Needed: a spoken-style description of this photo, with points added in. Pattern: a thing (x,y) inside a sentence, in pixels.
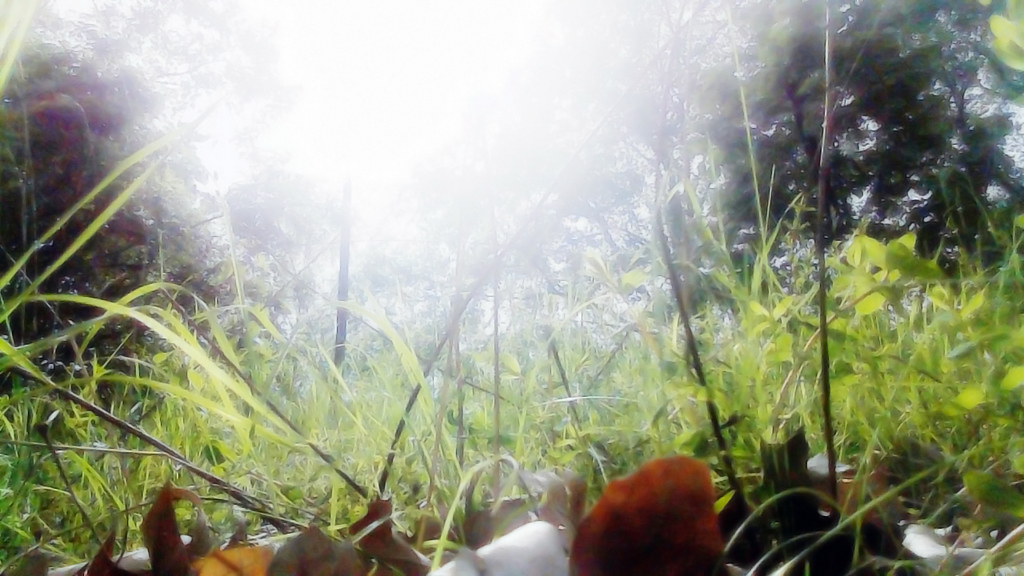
This picture is taken from outside of the city. In this image, we can see some trees (186,237), plants (63,225). At the top (435,30), we can see white color, at the bottom (311,437), we can see a grass (360,436) and a few leaves (869,491).
